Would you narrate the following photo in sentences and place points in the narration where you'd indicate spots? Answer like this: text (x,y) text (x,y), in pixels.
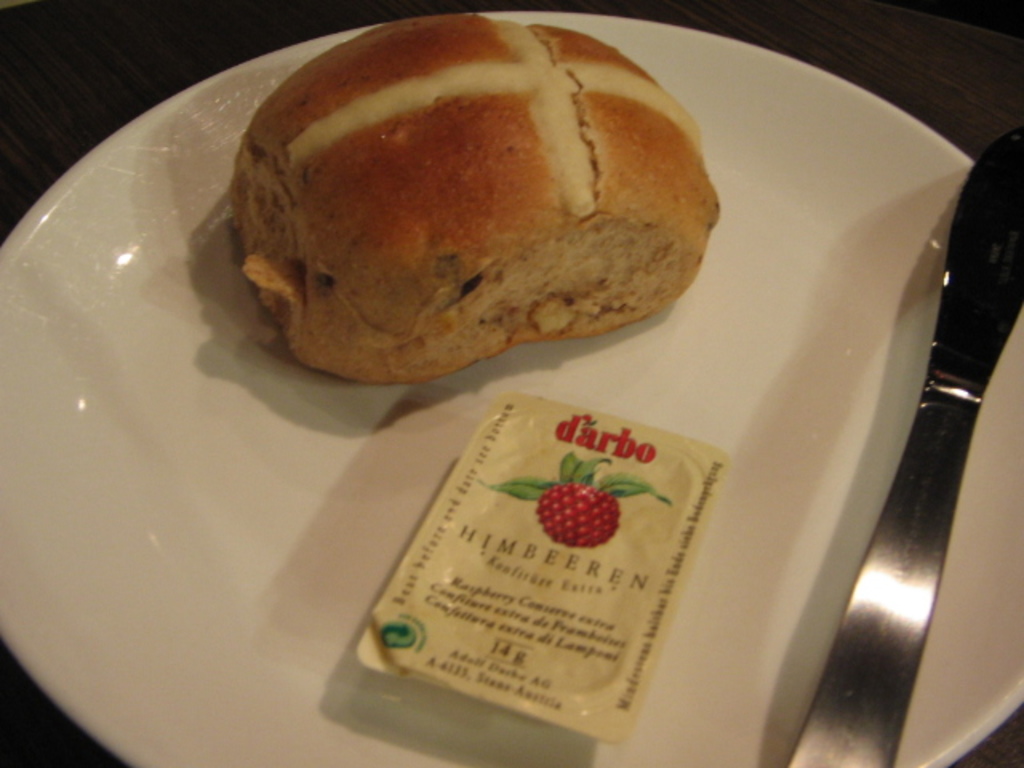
This image consists of a plate (392,696) which is in white color. On that there is a bun (400,300). There is a knife (825,687) on that.
